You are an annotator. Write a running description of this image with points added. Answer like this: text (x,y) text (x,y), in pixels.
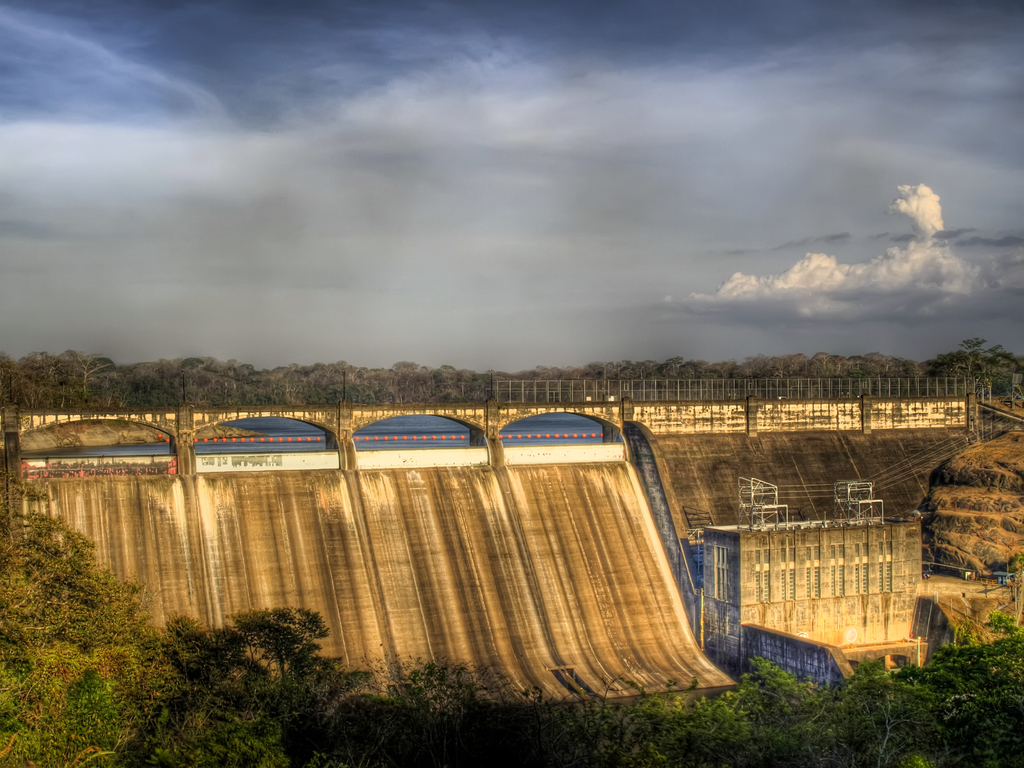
At the center of the image (546,464) there is a bridge (622,515). In front of the bridge (553,403) there is a building (830,604). In the background (59,400) there are trees (215,381), water (560,421) and sky (488,191).
